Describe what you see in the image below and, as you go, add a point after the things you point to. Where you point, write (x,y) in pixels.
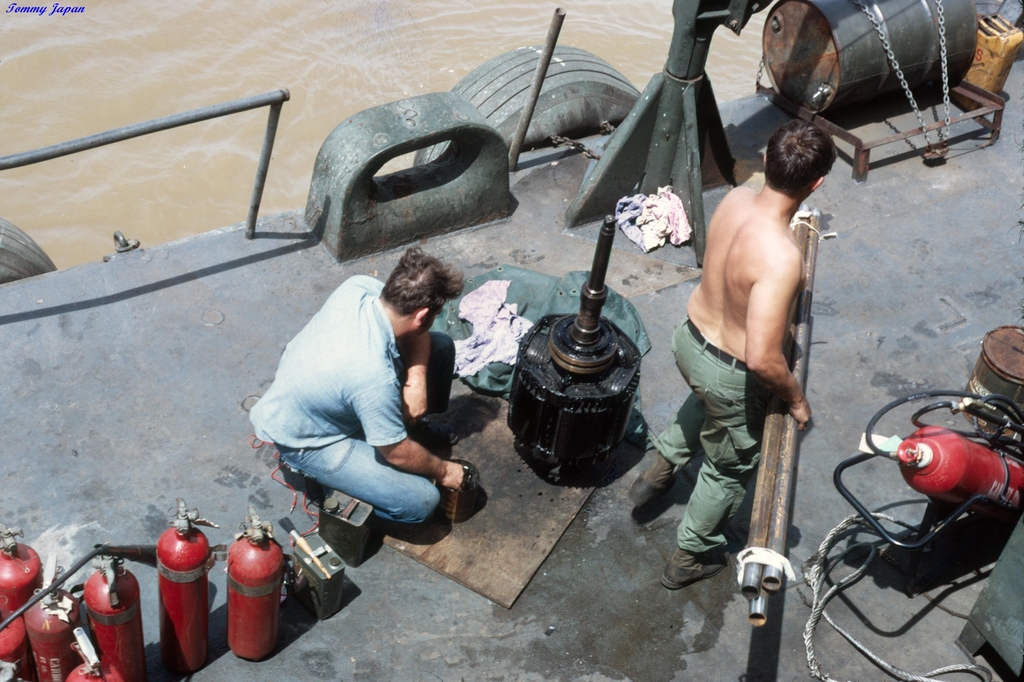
This picture looks like a ship (153,483) and I can see a man (750,442) holding few metal rods (780,446) and another man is sitting and I can see few cylinders (32,568) and I can see a metal barrel (852,74) and I can see text (25,12) at the top left corner of the picture (8,10).
